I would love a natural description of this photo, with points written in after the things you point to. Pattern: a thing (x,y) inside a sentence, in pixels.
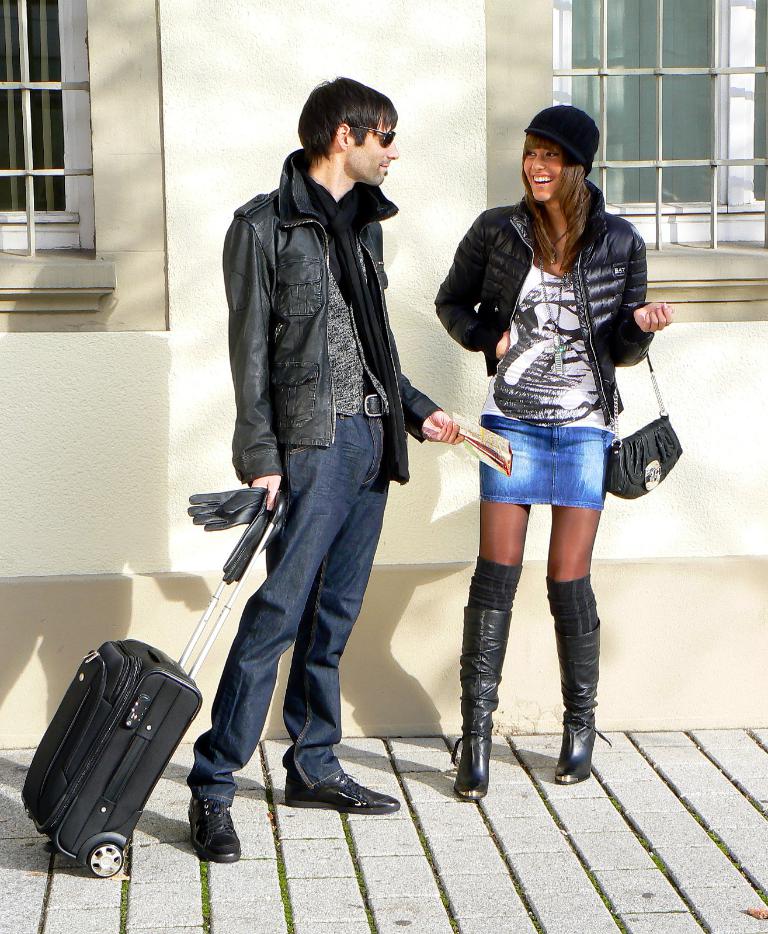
In this picture there is a person (361,104) who is standing at the center of the image (257,605) with a girl (581,134) at the right side of the image (522,210), he is holding a luggage bag (39,794) in his hand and there are windows (43,58) around the area of the image.
